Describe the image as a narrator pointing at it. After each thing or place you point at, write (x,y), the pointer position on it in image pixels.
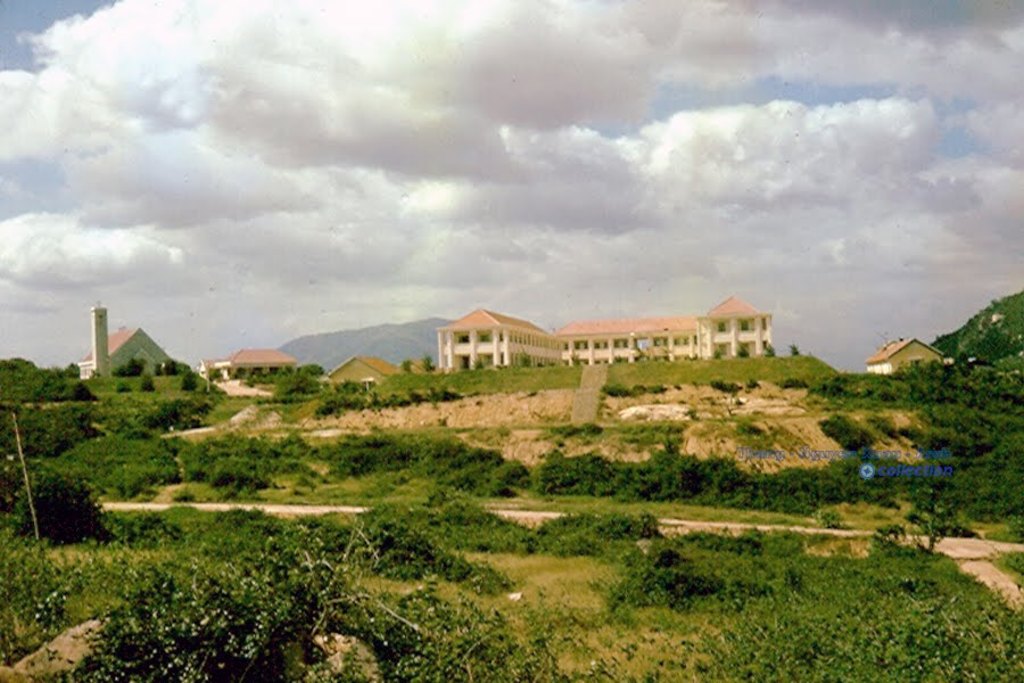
In this image we can see many buildings (468,351). There are many trees (409,367) and plants (963,636) in the image. There is a grassy land (690,620) in the image. We can see the clouds (626,150) in the image. There is some text (926,454) at the right side of the image (864,476).
